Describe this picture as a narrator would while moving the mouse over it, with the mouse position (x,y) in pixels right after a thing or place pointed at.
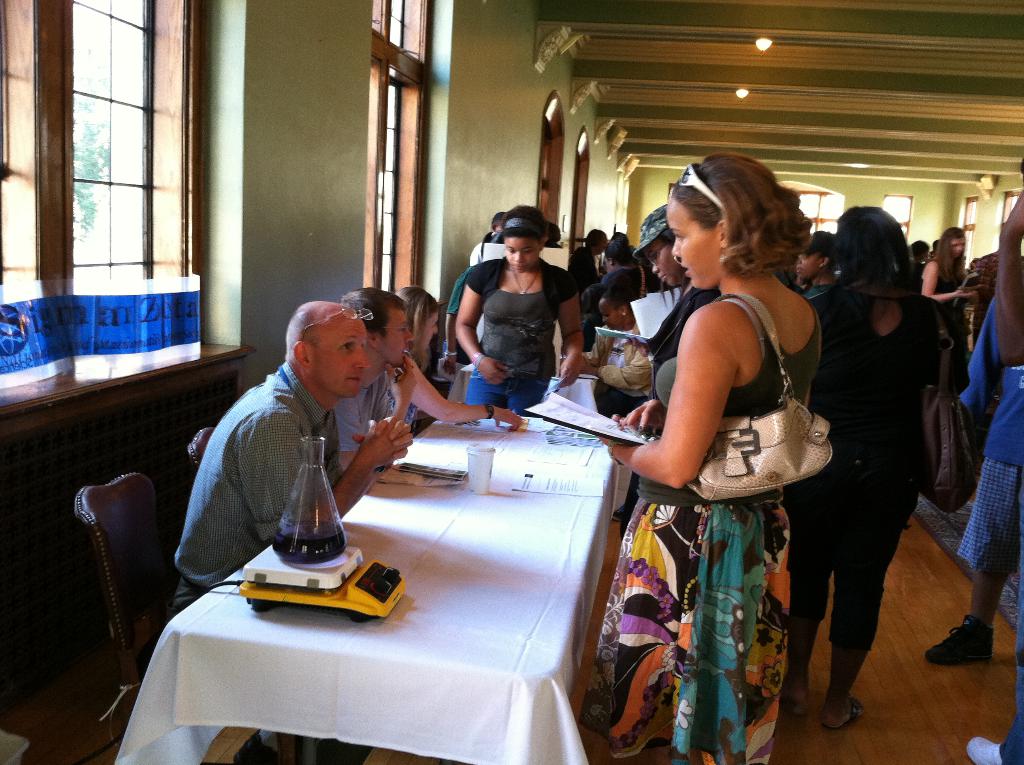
This persons (365,381) are sitting on chairs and in-front of them there is a table (525,557), on this table (536,541) there are papers (432,485) and weighing machine (382,588) with vase (300,541). This is window (130,173). Most of the persons (697,433) are standing. Front this woman (704,421) is holding a book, worn handbag (772,445) and goggles (701,187). Lights (758,42) are attached to ceiling (757,72). Floor (903,637) is made with wooden (898,669). A floor (929,580) with carpet (947,532).
